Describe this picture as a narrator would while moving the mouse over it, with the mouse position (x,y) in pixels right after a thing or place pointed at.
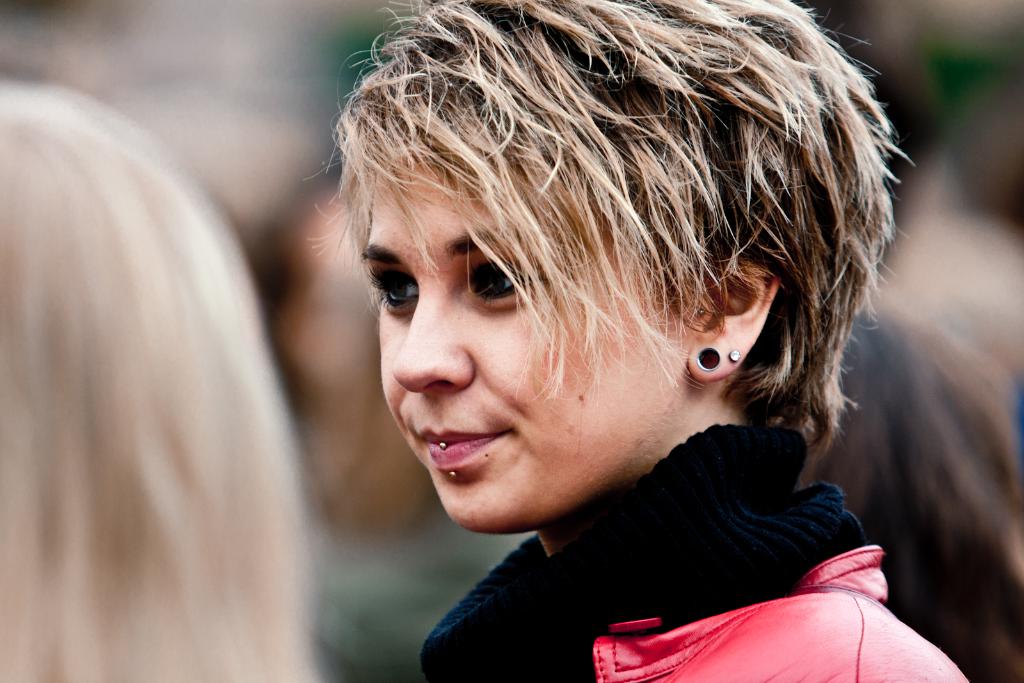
In this image there is one girl (524,476) wearing black color dress (648,559) with a jacket (789,633) and some persons (272,409) are in the background (306,426).
